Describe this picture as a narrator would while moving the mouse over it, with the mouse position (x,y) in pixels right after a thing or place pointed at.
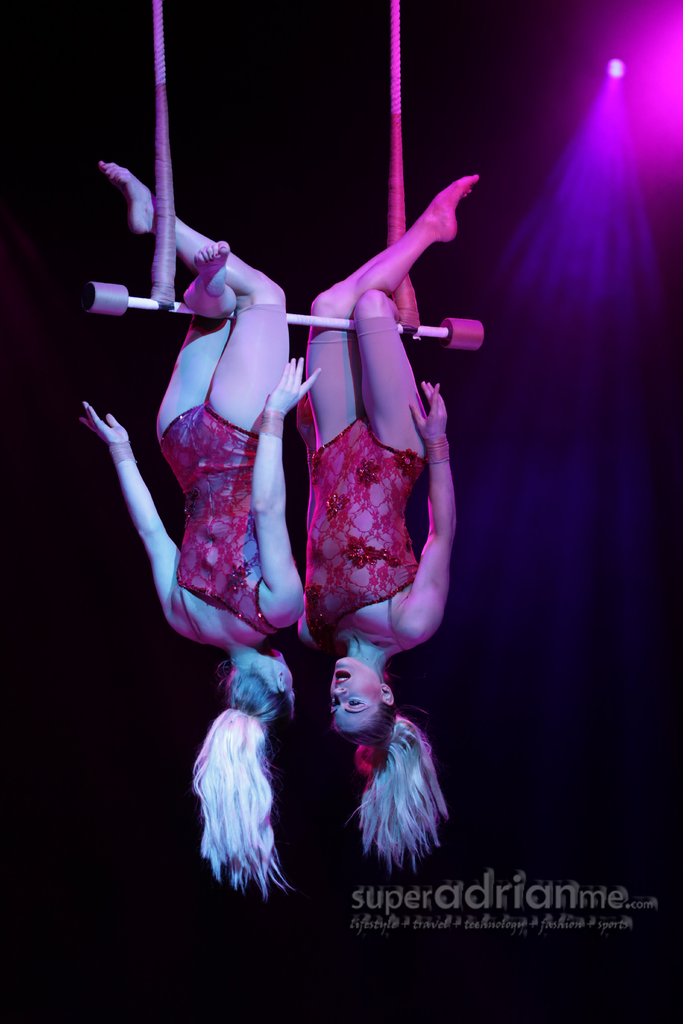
In this picture we can see two women (313,619) performing aerial dance, there is some text (471,917) here, we can see a light (632,111) at the right top of the picture (652,112).
